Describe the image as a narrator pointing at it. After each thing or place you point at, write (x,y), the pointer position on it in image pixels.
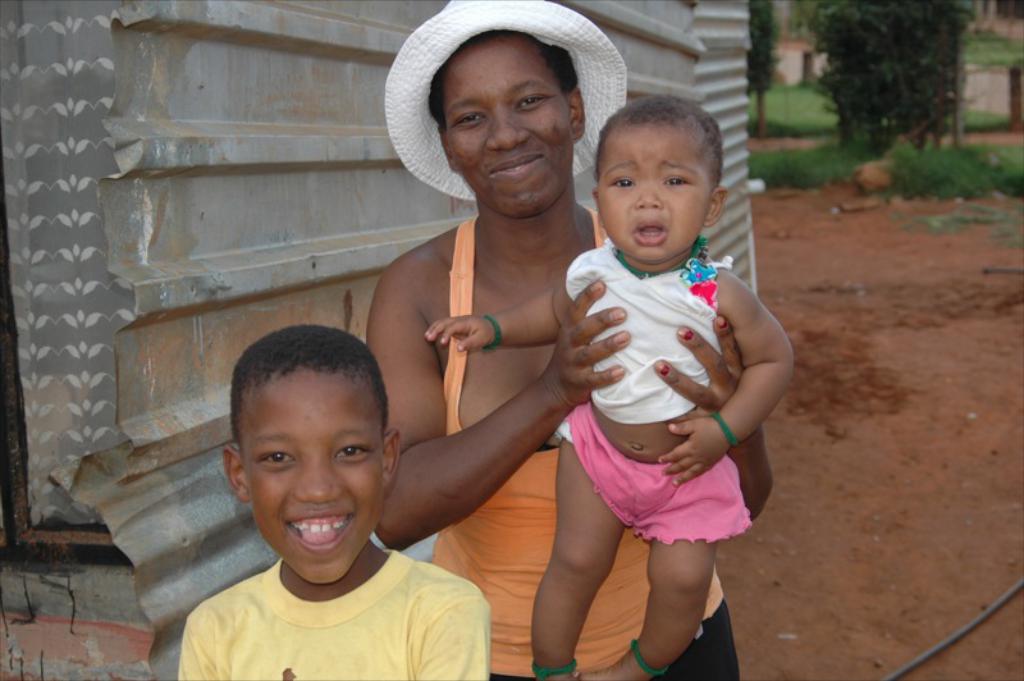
In the center of the image (355,451), we can see a boy (333,565) smiling and there is a lady (555,236) holding a baby (607,405) and in the background (131,115), we can see a shed (243,54) and there are trees (841,86). At the bottom (832,539), there is ground (842,555).
